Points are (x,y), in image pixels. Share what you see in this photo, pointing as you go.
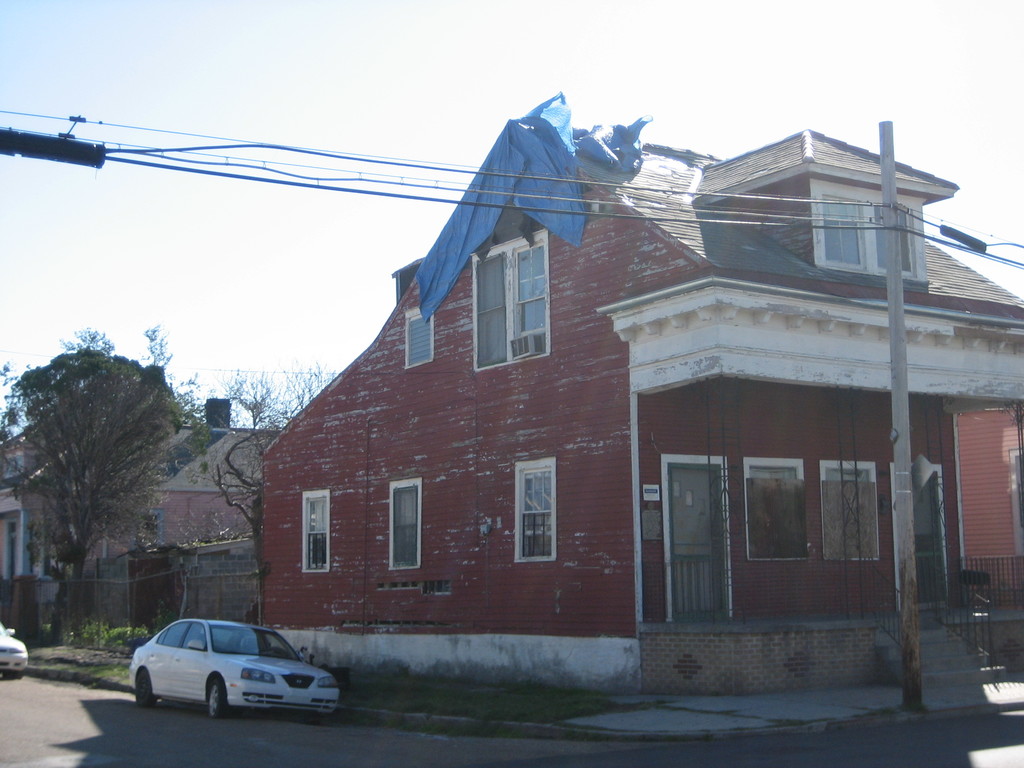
In the picture I can see cars (308,674) parked on the side of the road (214,723), I can see houses (747,448), poles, wires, trees (53,467) and the plain sky (416,233) in the background (144,110).
